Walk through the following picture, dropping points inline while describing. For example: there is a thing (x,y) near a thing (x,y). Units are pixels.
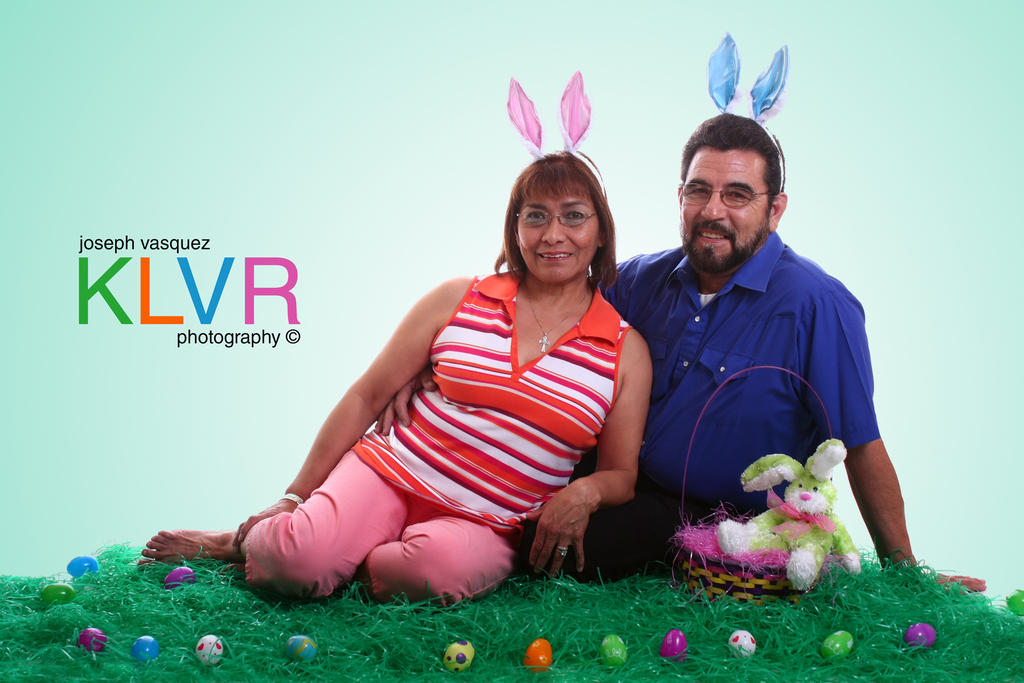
In this image I can see two people (593,483) with different color dresses (536,496). I can see these people (400,552) are sitting on the grass (400,625) and I can see the decorative items (447,659), doll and the basket (723,588) on it. And there is a green and white background (354,201). I can see something is written on the image.
